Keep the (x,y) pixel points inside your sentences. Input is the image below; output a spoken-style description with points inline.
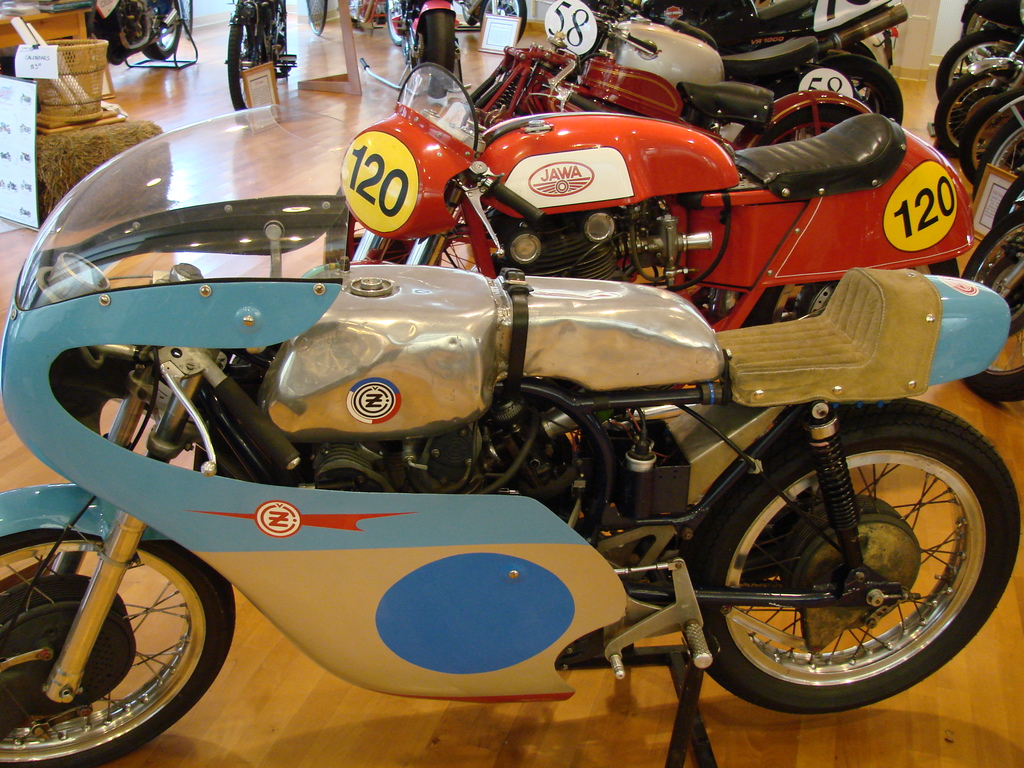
In this image we can see different models of motorcycles (583,143) which are displayed, at the corner of the image we can see two paper rolls (41,41) in a basket (80,76), there is a placard (23,170), and a table (68,27).
